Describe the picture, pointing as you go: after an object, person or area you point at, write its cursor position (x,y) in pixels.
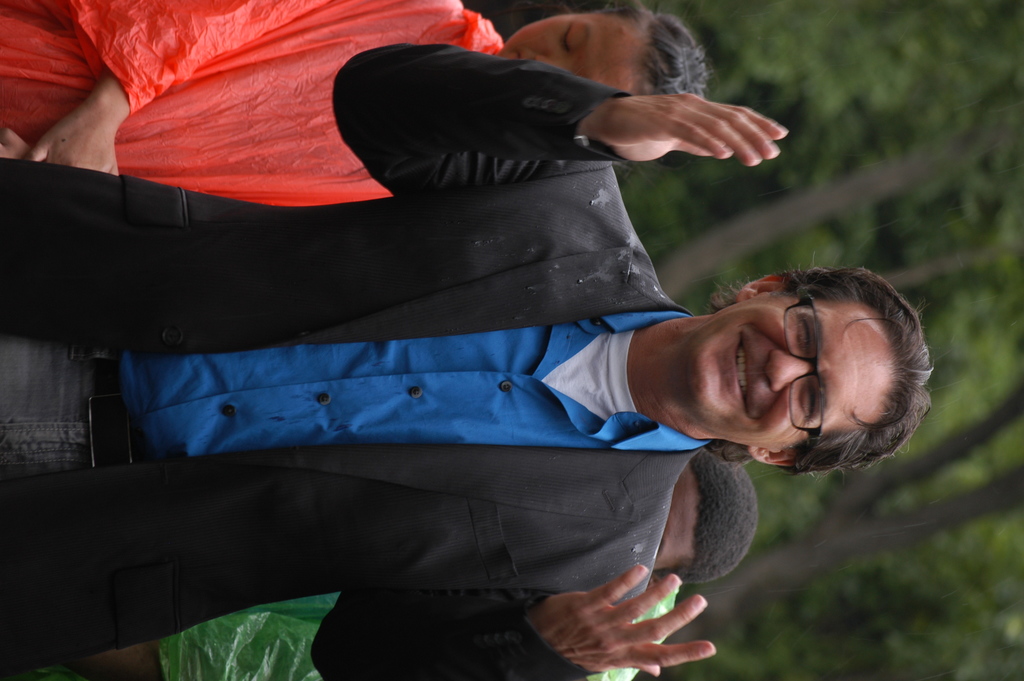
In this picture we can see a person (334,403), he is smiling and he is wearing a spectacles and in the background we can see people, trees (812,549).
